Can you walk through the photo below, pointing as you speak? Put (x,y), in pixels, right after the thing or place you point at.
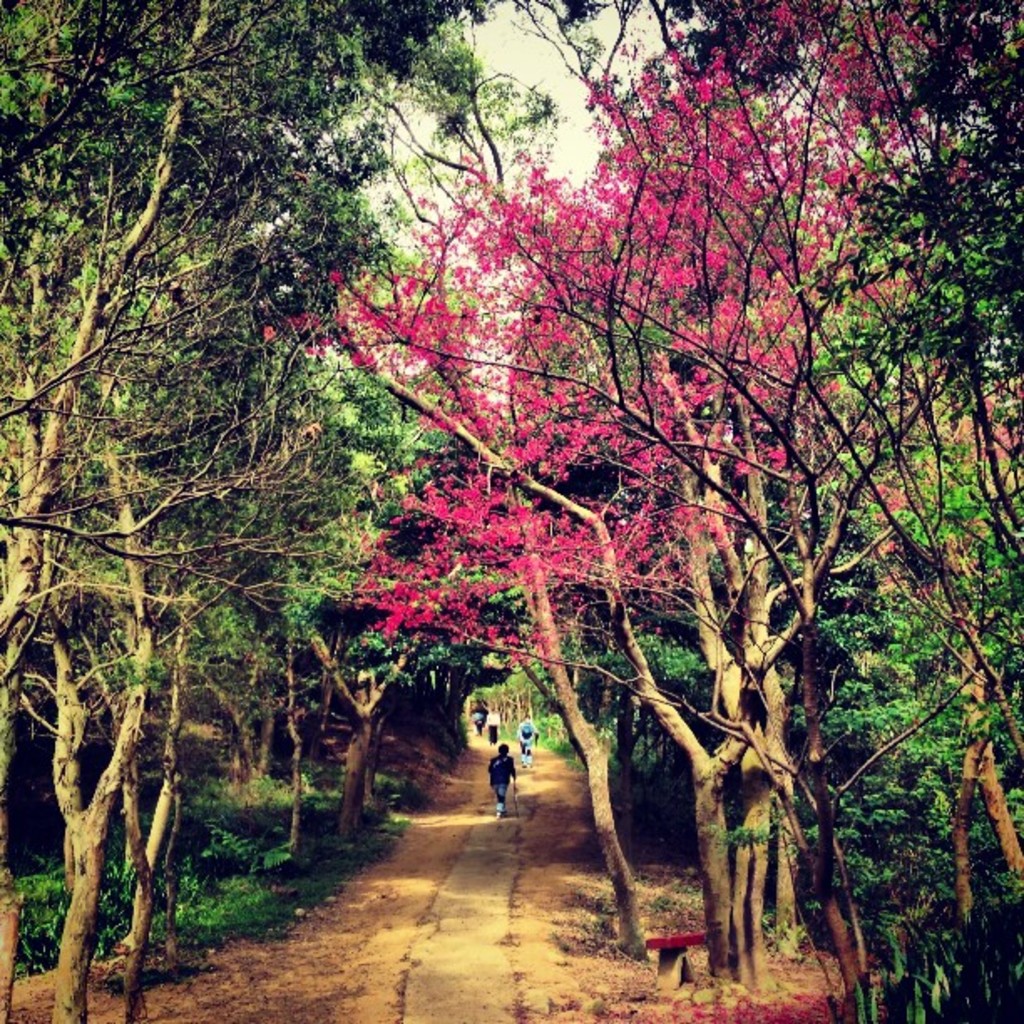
In this picture there are group of people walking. There are trees (502,417) and there are pink color flowers (735,287) on the tree (536,242). At the top (387,151) there is sky (433,147). At the bottom (393,808) there is grass (217,914).
